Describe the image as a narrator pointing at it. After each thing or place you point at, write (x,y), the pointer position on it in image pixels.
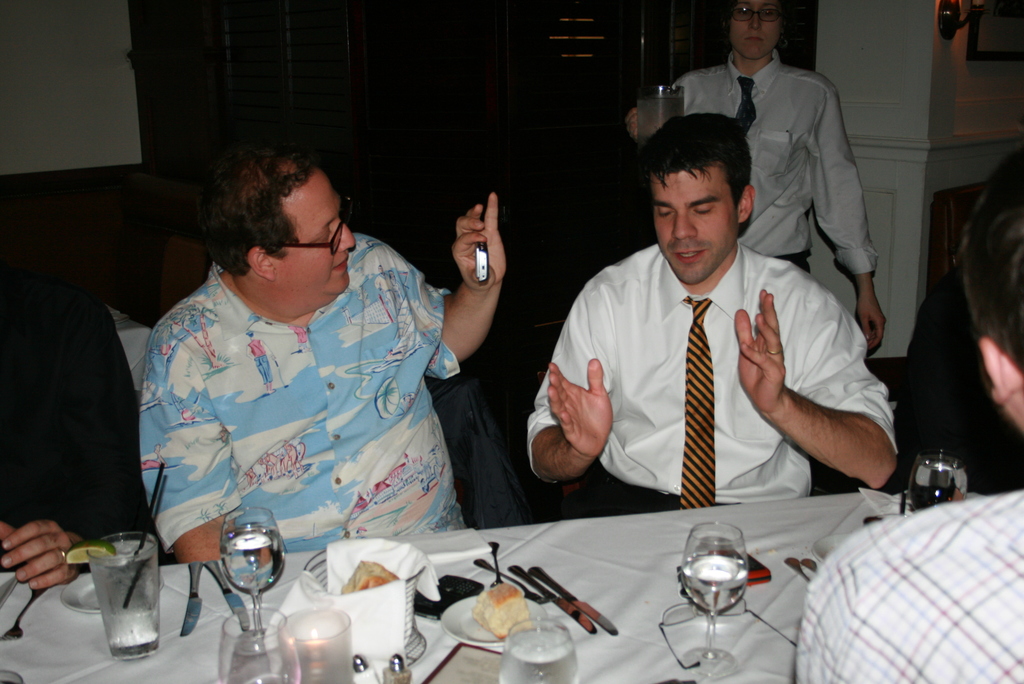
In this image I can see four persons (411,473) are sitting on the chairs (577,486) in front of a table (612,539) on which glasses (515,633), spoons (494,582), knives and food items (523,614) are kept. In the background (608,200) I can see a person (833,159) is holding a mug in hand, wall (898,132), door (553,135) and mirror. This image is taken may be in a room (500,505).
